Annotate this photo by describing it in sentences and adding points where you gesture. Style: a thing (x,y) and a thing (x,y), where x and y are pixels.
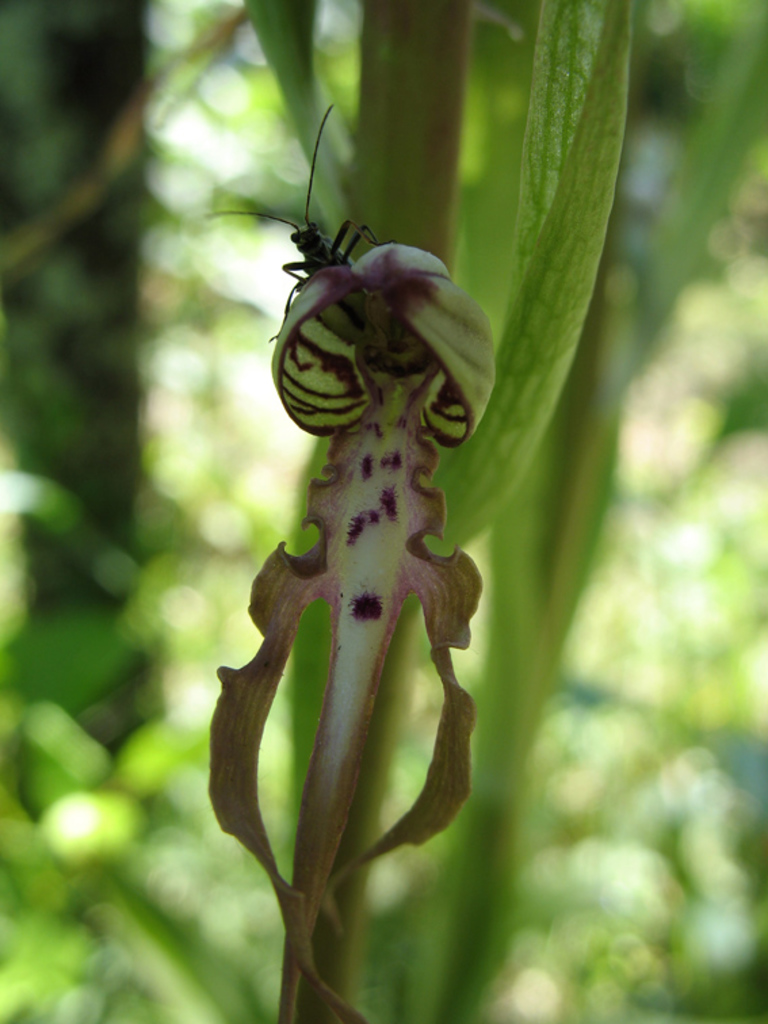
In this picture we can see a flower (404,376), on the flower (406,400) we can see some insect (295,263).
